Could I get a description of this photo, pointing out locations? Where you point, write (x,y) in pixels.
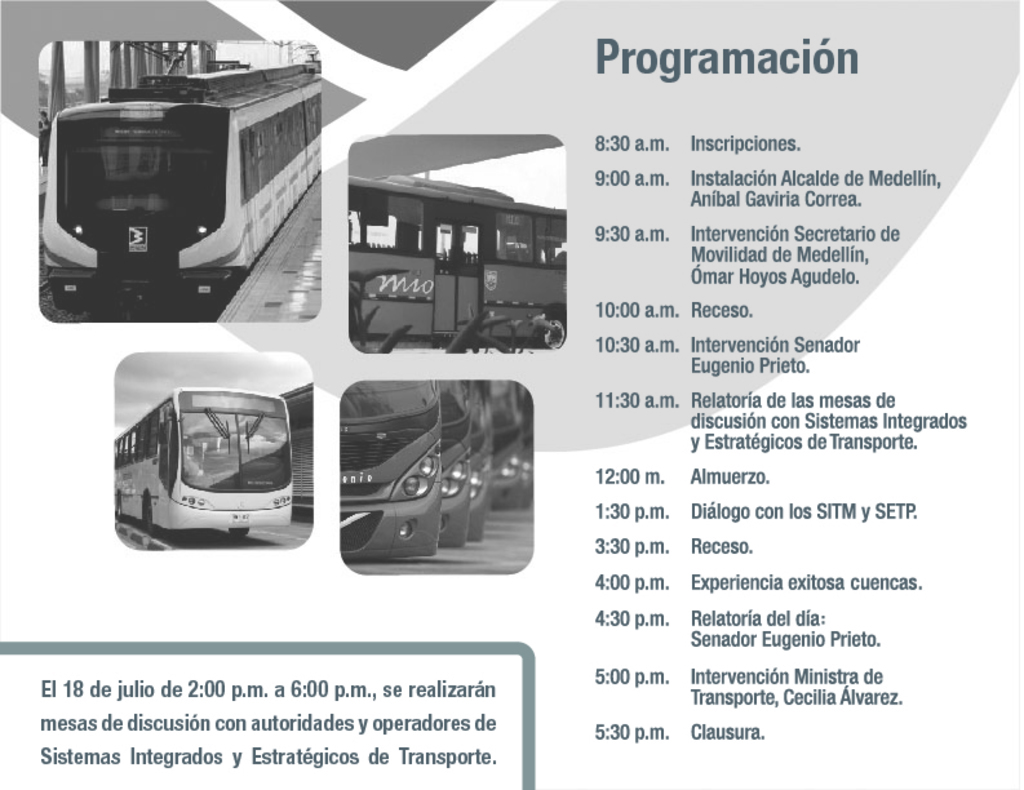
In this picture, it looks like a pamphlet (687,310) and on the pamphlet (262,488) there are images (463,274) of buses (237,479) and a train (228,206). On the pamphlet (215,247) it is written something.
